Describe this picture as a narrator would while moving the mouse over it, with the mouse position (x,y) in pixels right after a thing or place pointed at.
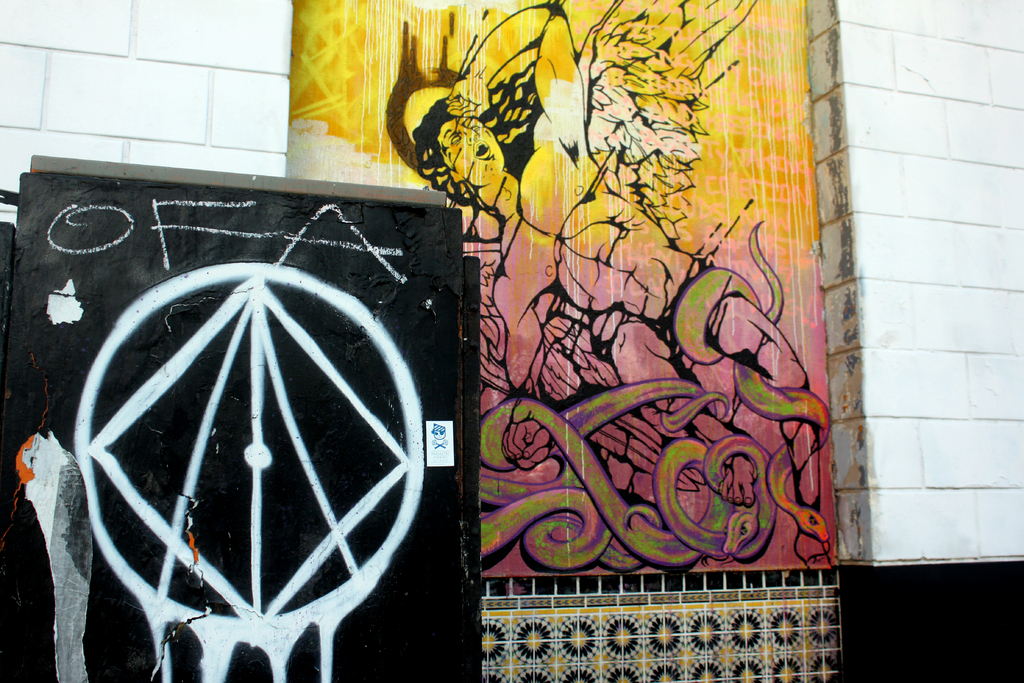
In this image I can observe two paintings (405,448) on the wall (487,562). The wall (1000,205) is white in color.
